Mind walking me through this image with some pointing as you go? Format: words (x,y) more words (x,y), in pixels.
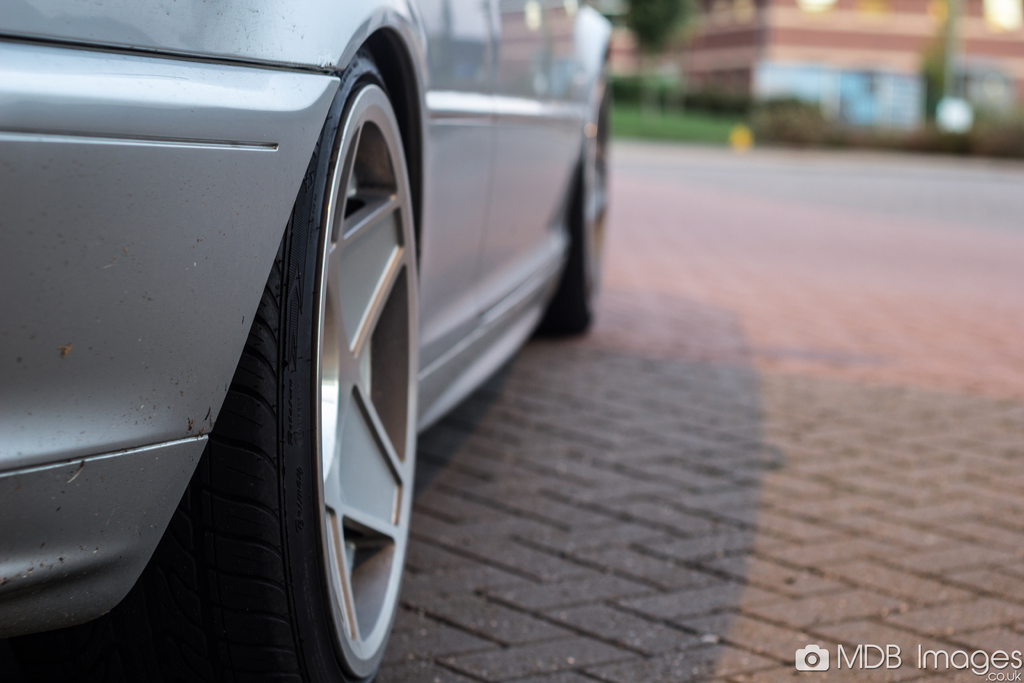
In this image I can see a car (339,352) on the left hand side of the image (333,375) I can see some text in the right bottom corner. The background (797,113) is blurred.
